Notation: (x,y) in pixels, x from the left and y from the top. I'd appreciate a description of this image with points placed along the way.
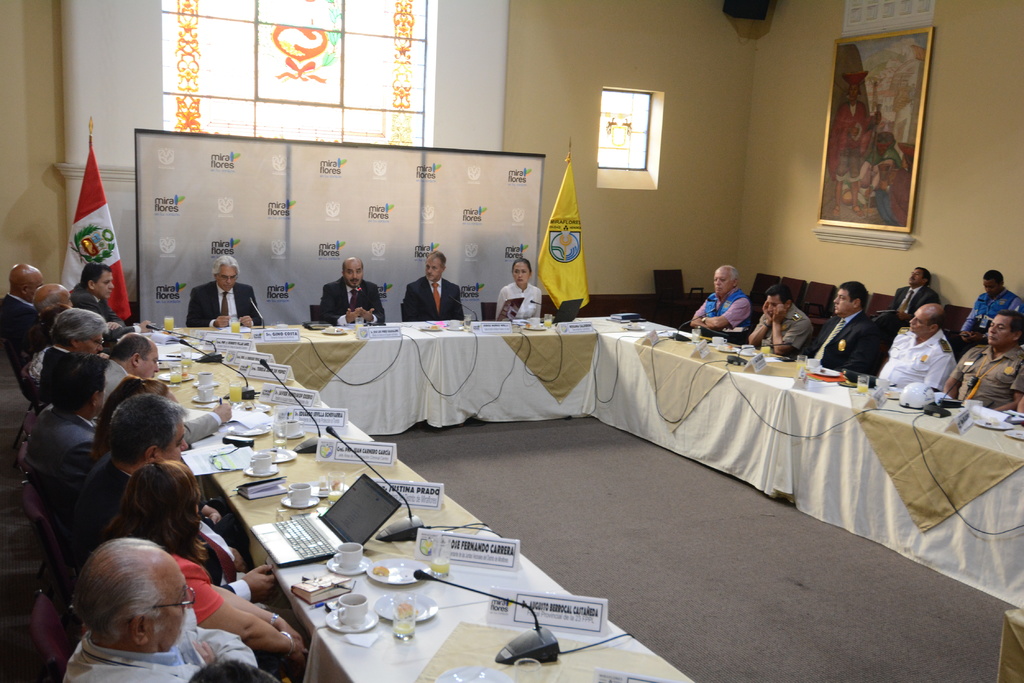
This is a conference hall (316,464) in this picture. There are many people (174,620) sitting around a table (351,667). On the table (275,507) there are some laptops (306,534), glasses (282,426), plates (403,566), name plates (466,555) and mics (415,516) here. In the background (96,243) there are two flags (87,236) and a window (335,78) here. There is a photo frame (839,149) attached to the wall (946,140).
